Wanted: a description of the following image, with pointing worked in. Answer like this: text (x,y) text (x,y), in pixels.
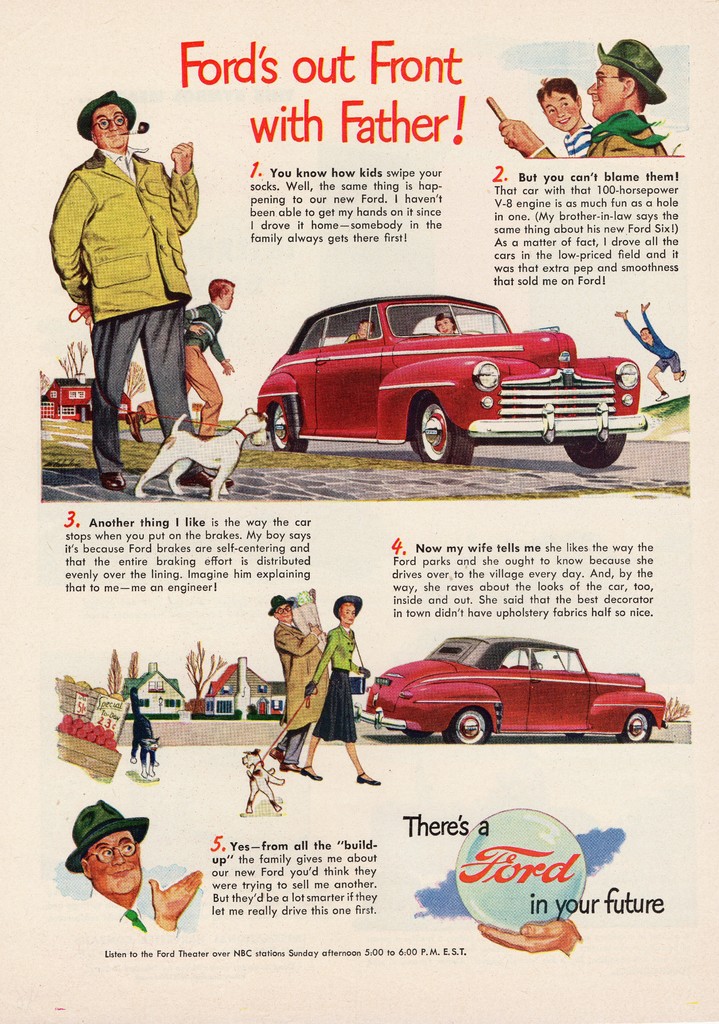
In this image there is a poster (270,717). On the poster (340,610) there are a few images (336,599) and some text (565,598) on it.
